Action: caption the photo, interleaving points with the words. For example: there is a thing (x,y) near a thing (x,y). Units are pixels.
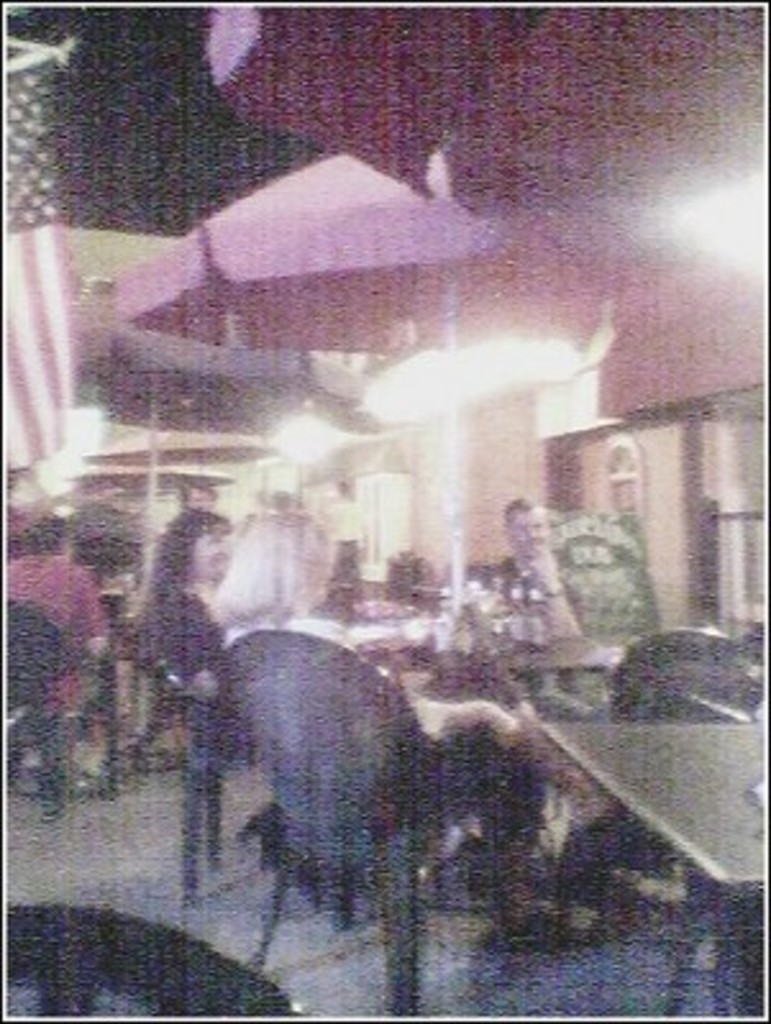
In this picture we can see two girls (200,623) and a boy (528,519) is sitting on the table (383,633) and discussing something. On the top (333,266) there is a umbrella (460,345). In the front (607,861) bottom side there is a black table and chairs (374,689).
